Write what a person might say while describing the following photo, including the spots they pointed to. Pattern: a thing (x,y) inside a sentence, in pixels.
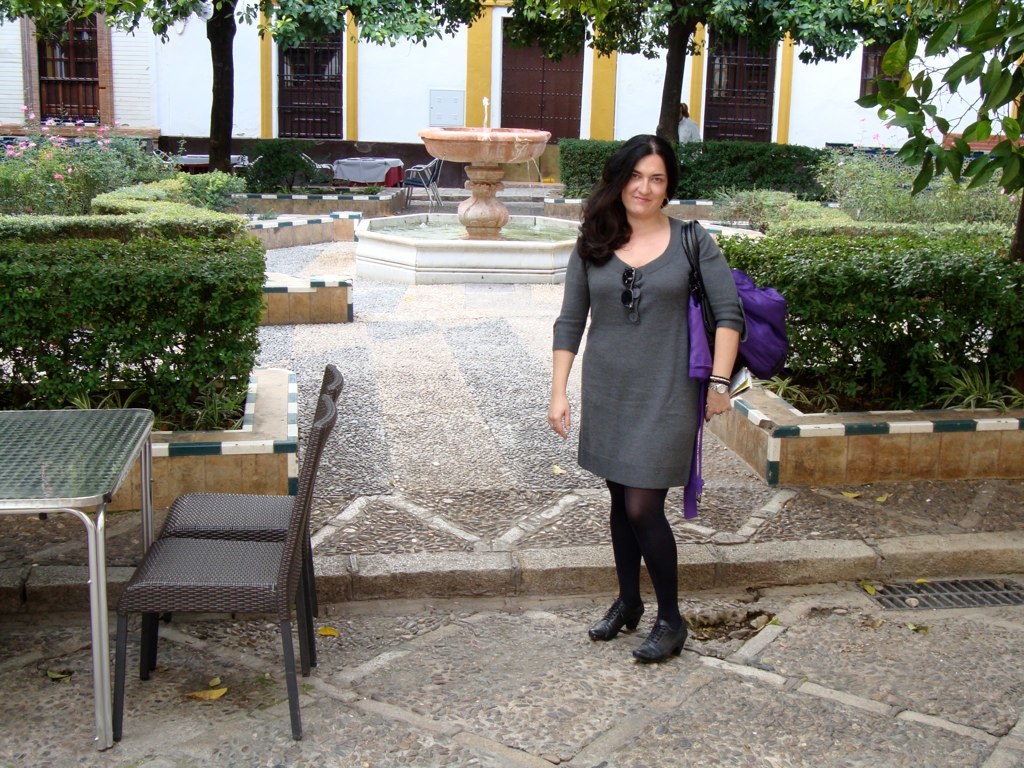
a person (650,446) is standing. at the left (77,450) there is table (68,464) and chairs (230,517). behind her there is a fountain (478,153) and trees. at the back (538,90) there is a building (461,99) which has door (575,85) and windows (93,81).
